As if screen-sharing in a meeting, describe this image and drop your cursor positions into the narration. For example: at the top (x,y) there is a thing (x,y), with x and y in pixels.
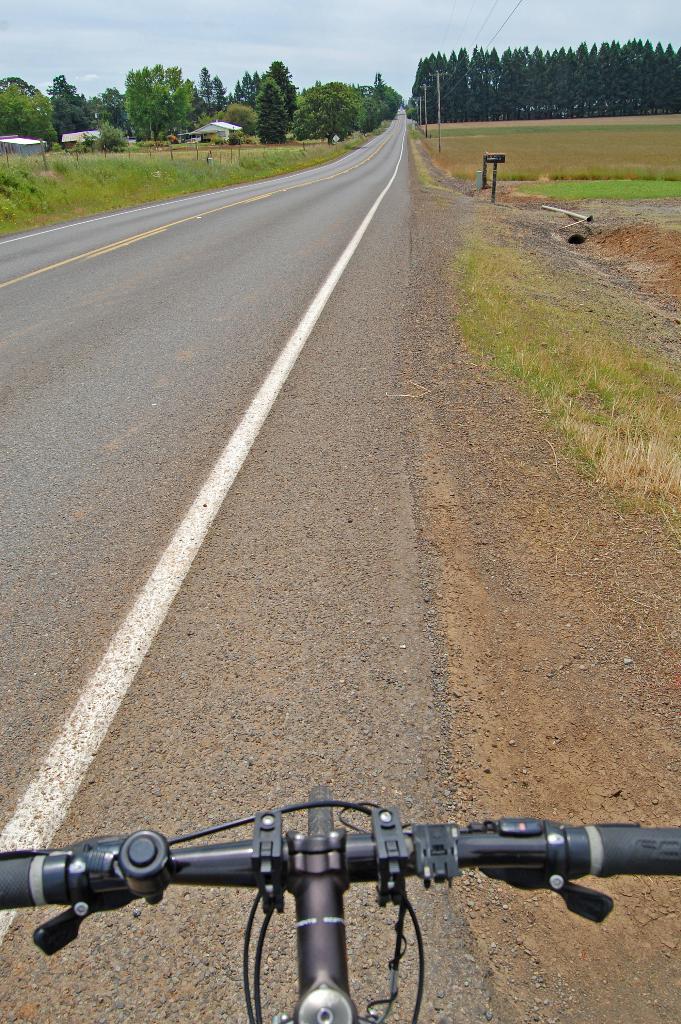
In the picture I can see a cycle handle (394,825), here I can see the road (400,446), grasslands (603,168), houses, trees (264,142) and the cloudy sky (53,60) in the background (283,80).
